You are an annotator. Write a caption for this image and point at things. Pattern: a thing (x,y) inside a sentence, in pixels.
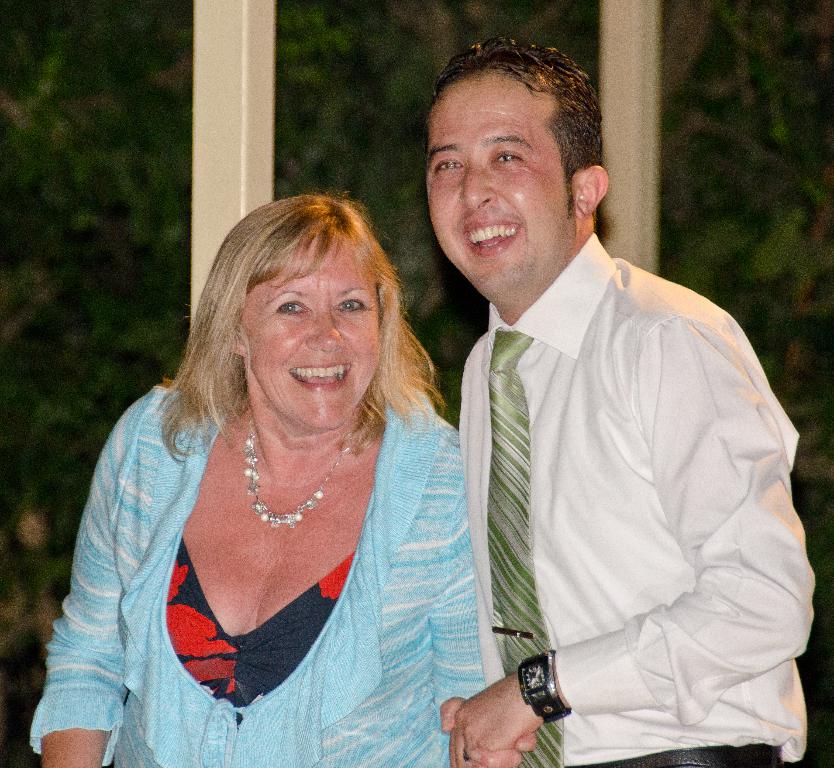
In this image we can see a man (533,274) and a lady (339,532) standing and smiling. In the background (154,343) there are trees (679,182) and rods (635,102).
